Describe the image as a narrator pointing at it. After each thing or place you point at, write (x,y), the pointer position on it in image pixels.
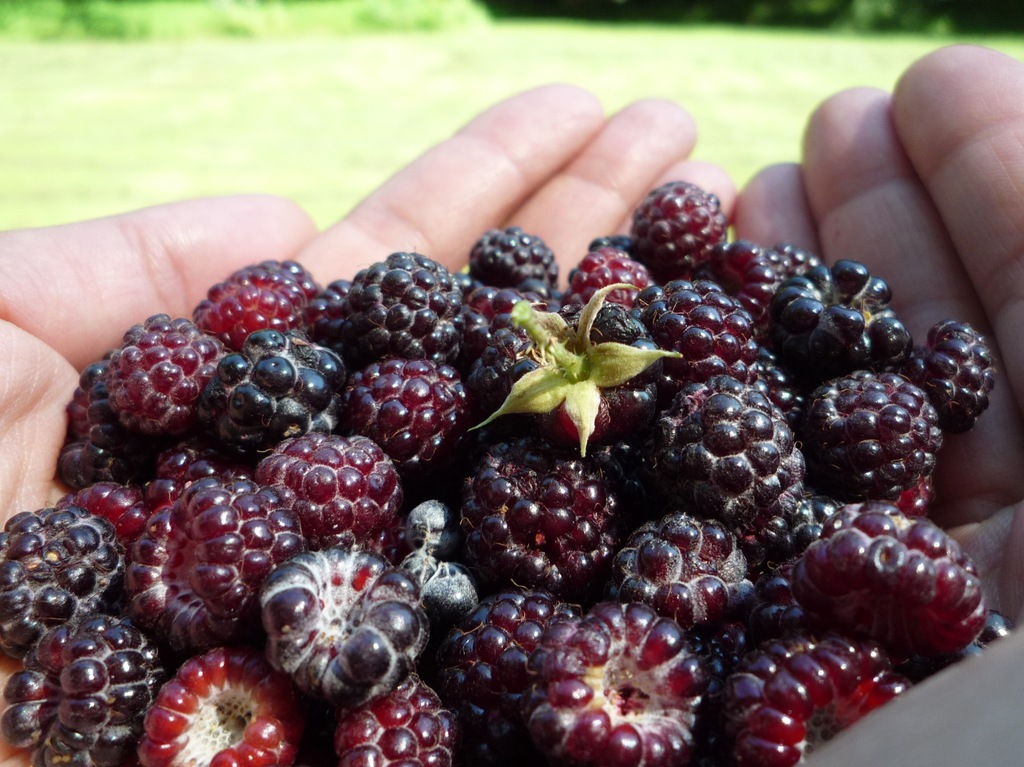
In this picture there is a fruit (556,531) on the hand (938,307) of the person (924,310) in the front (480,293). In the background (450,69) there is grass (588,58).
